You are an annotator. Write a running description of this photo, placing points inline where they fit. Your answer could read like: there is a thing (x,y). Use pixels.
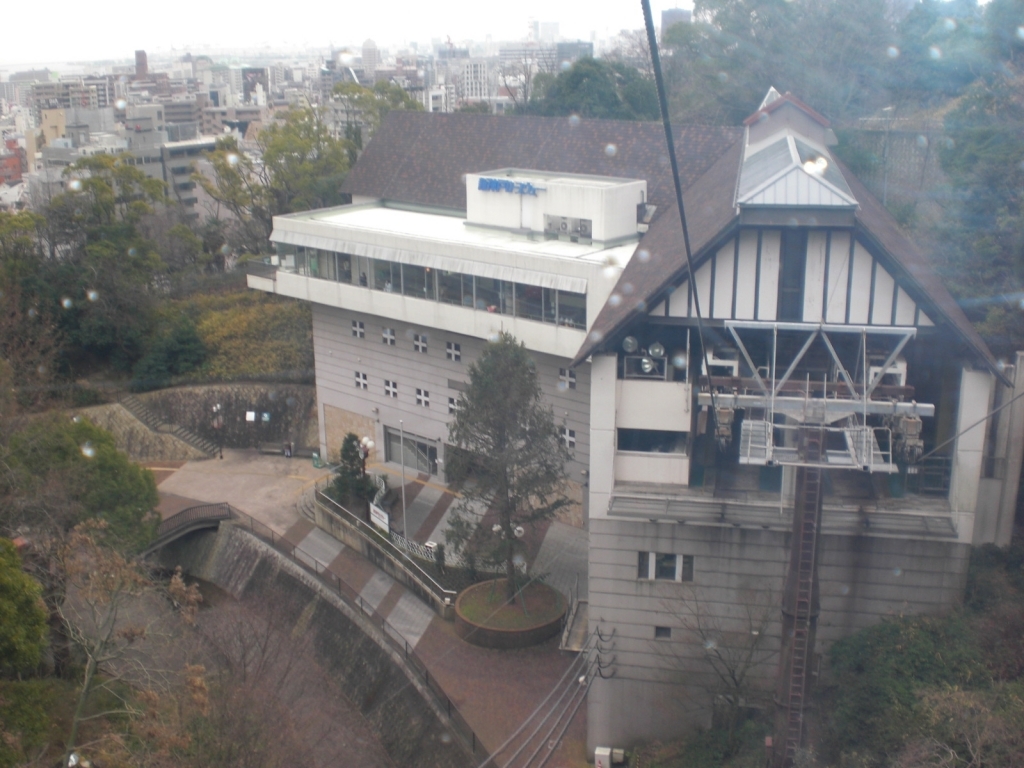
In this picture we can see some buildings (430,241) and trees (851,131), there are some wires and a pole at the bottom (560,704), we can see the sky (300,17) at the top of the picture (313,28).
